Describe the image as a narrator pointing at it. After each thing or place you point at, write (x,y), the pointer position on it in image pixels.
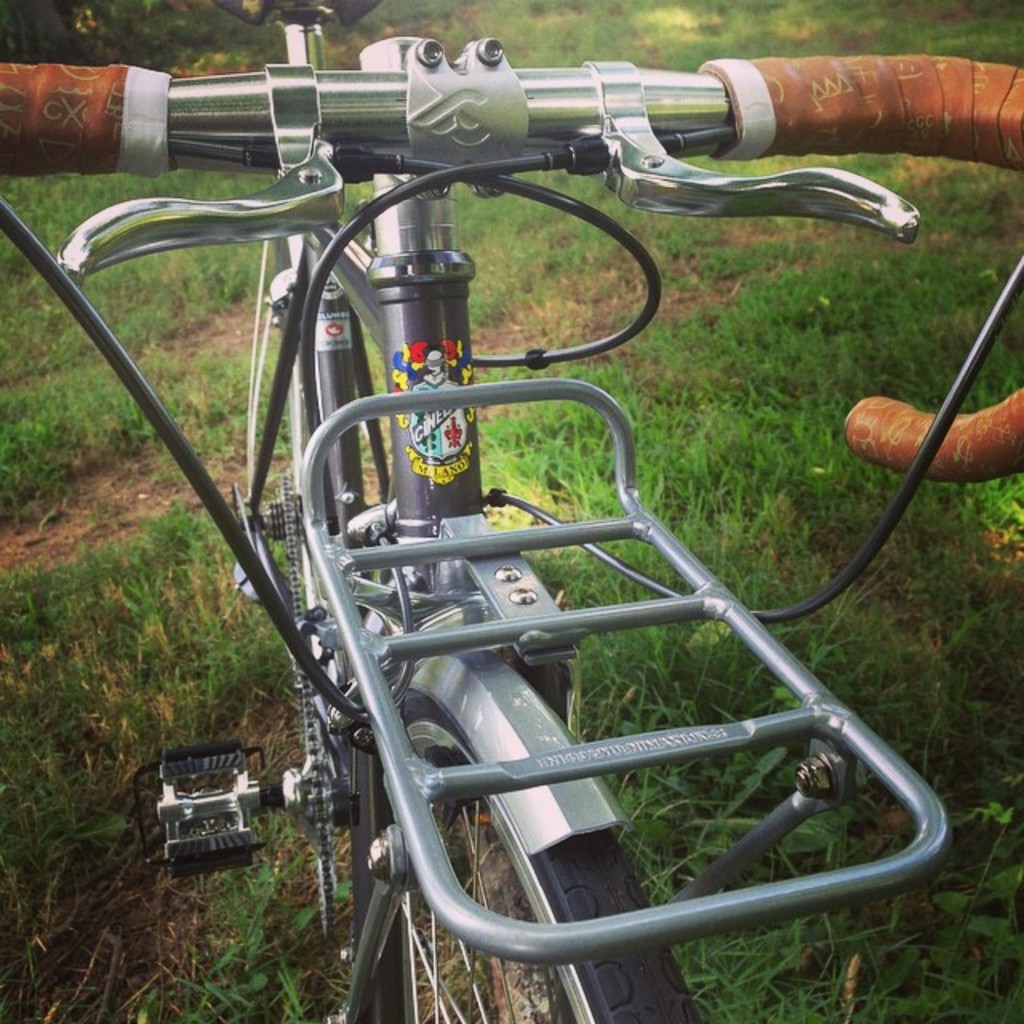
In this image in the foreground (337,468) there is a cycle (425,422), and in the background (760,497) there is grass (674,497).
